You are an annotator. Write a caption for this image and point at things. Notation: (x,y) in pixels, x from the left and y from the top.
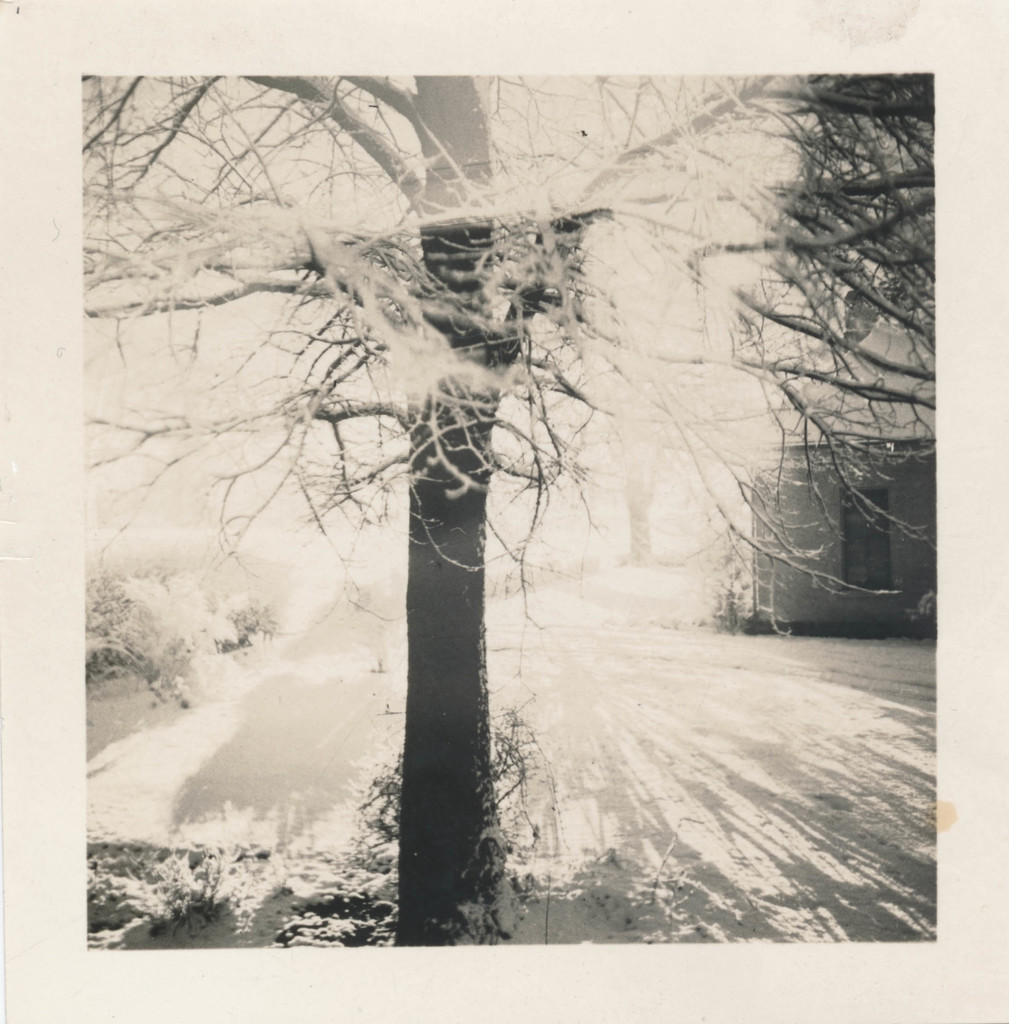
In the foreground of this poster, there is a tree (454,479) and plants (185,624) on the left (150,626) and a house (819,591) on the right (830,565) and we can also see the shadow (314,702) of trees (819,575) on the ground (649,685).
